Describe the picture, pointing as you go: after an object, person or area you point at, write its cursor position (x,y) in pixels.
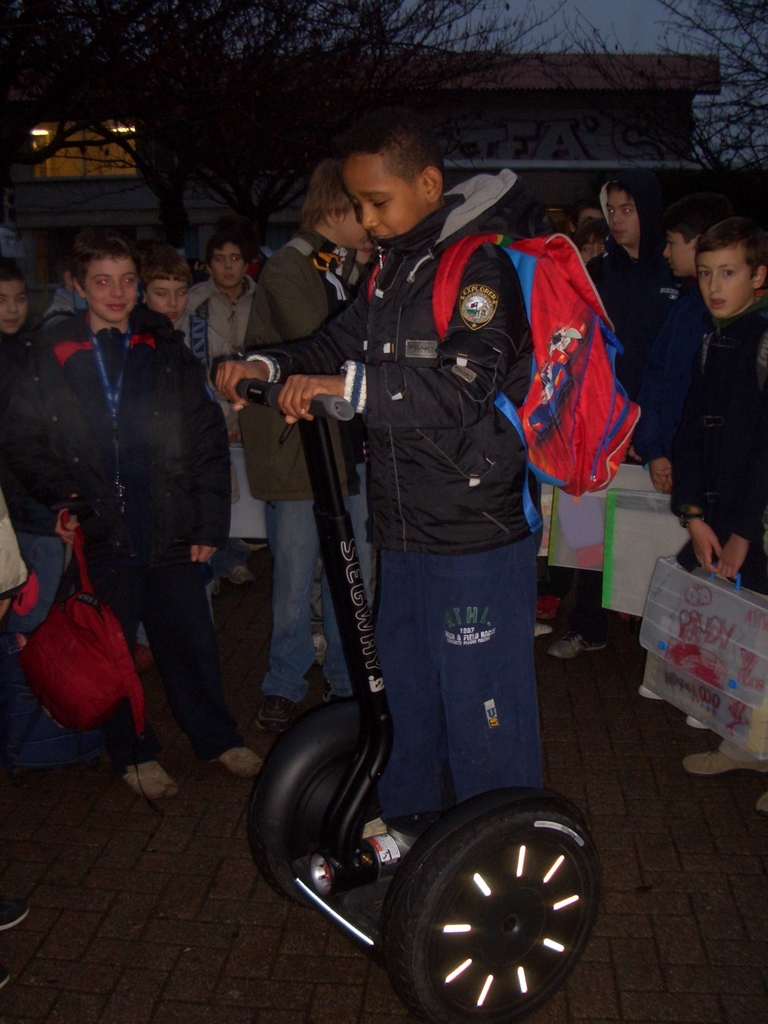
In this image a boy (451,699) wearing jacket (423,345) is standing on a scooter (433,863). He is carrying a red bag (533,270). In the background (664,343) there are many other people (638,320) carrying bags (649,507). In the background (540,126) there are trees (215,90), buildings (458,129).
